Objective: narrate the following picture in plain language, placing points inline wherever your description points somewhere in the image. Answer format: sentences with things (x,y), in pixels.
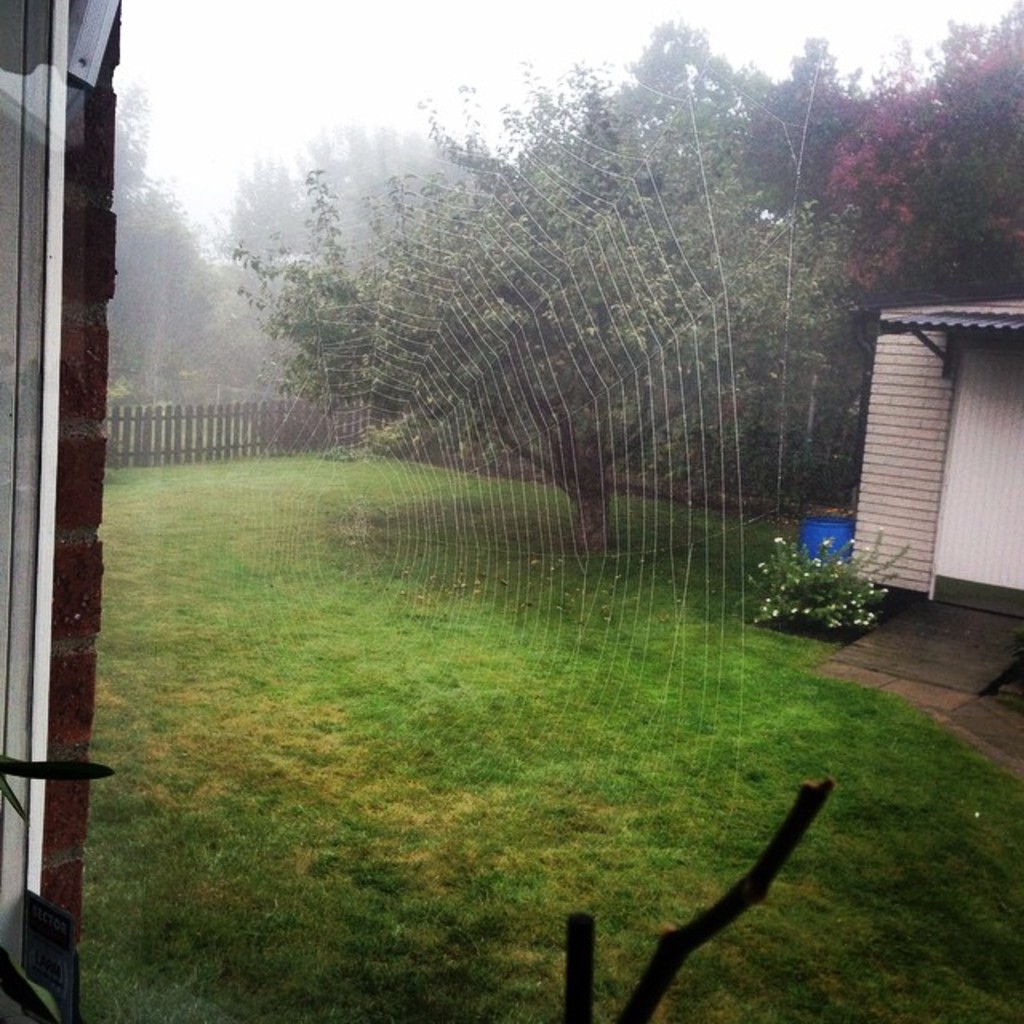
In the center of the image (652,434) there is a spider web (279,579). In the background of the image (429,348) there are trees (508,368). there is a wooden fencing (263,419). At the bottom of the image (582,749) there is grass (679,742). To the right side of the image (894,582) there is shed (933,438). At the top of the image (565,87) there is sky (432,46).
